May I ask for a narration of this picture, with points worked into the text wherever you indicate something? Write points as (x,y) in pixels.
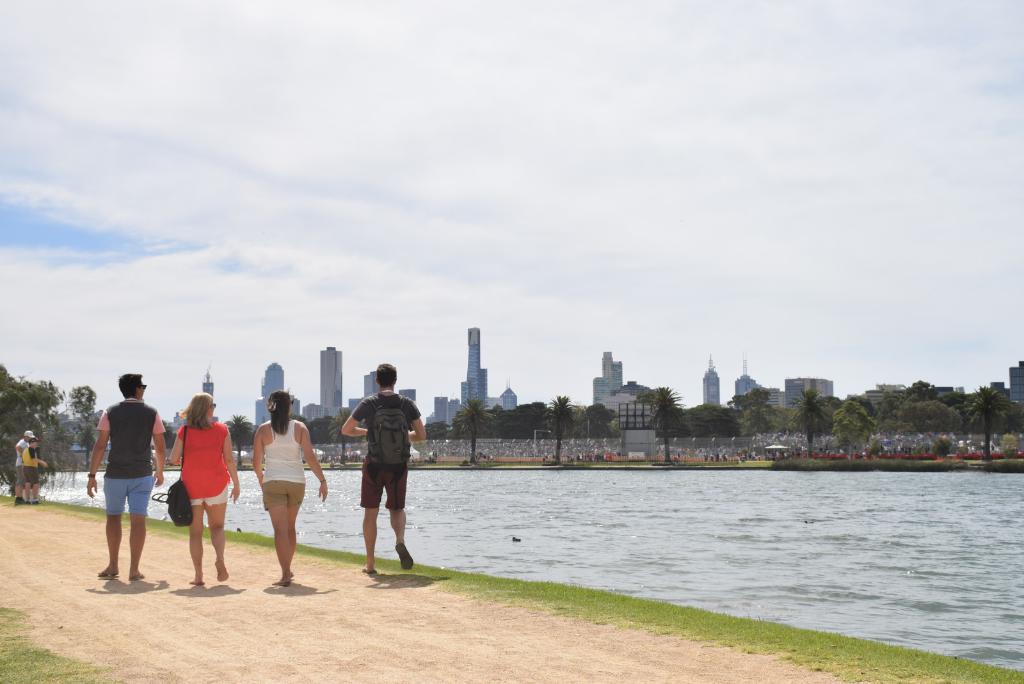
In this image, there are a few people (28,482), trees (13,427), buildings (617,382). We can see the ground (98,587) with some objects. We can also see some grass (555,611) and some water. We can see the fence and the sky (547,348) with clouds (440,330).
